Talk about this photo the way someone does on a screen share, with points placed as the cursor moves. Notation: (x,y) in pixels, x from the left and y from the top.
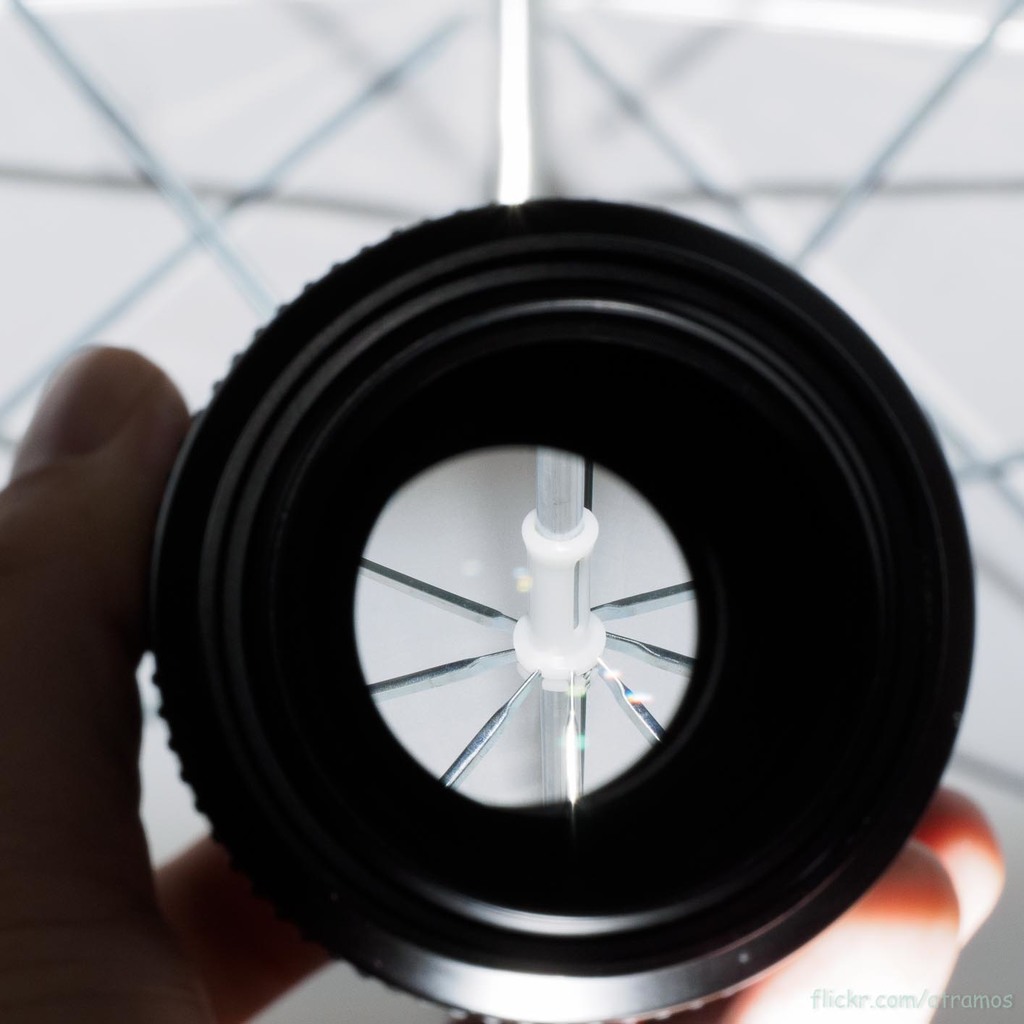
In the bottom left corner of the image (164,877) we can see a hand (55,851), in the hand (95,398) there is something. Background of the image (953,331) is blur.
